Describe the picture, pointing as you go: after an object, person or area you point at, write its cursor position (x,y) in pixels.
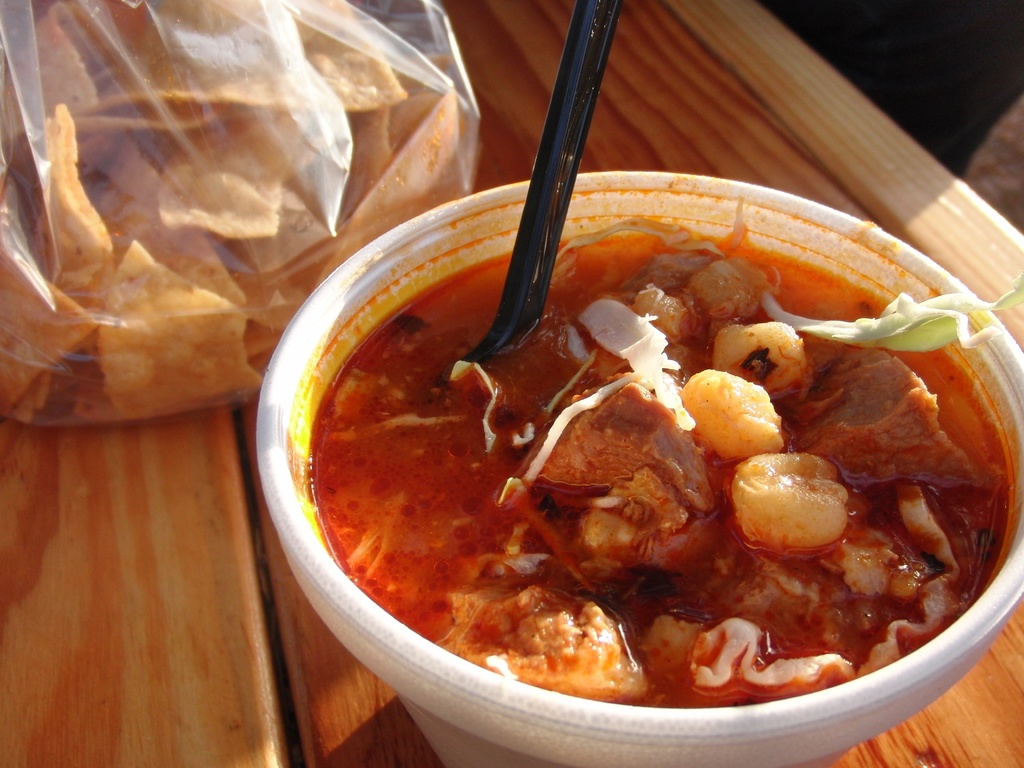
In this image there is a bowl (545,643) having some food (626,529) and spoon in it. Beside there is a packet (174,197) having some food (236,139) in it. They are kept on the table (43,458).
